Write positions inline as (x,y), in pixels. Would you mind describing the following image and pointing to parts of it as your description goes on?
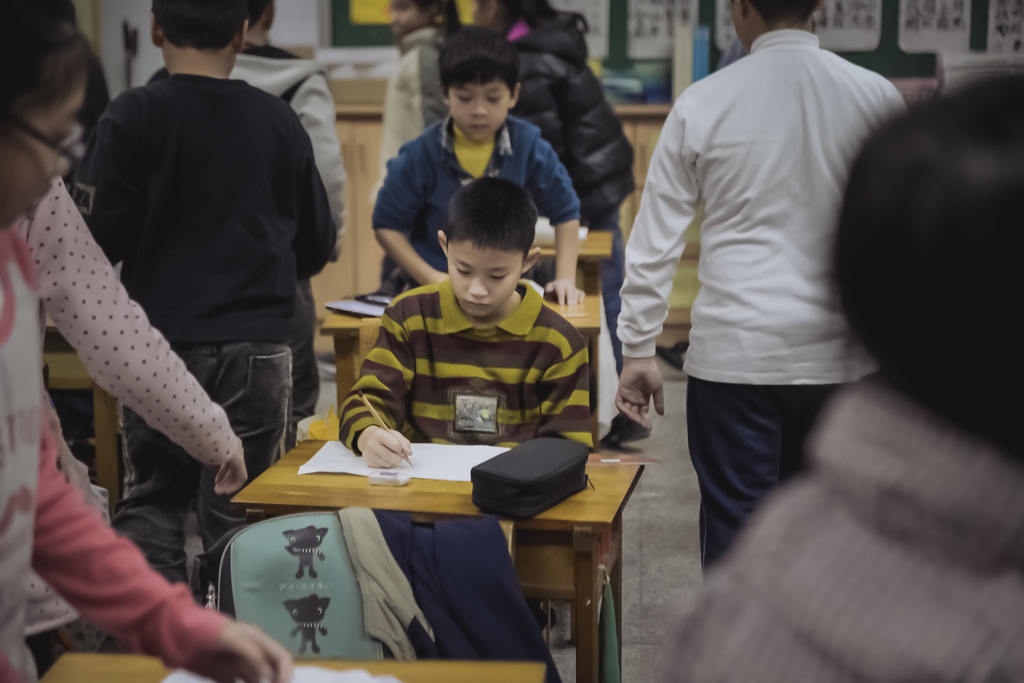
In this image there is a boy (423,398) sitting in a chair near the table (466,484) and writing something in the paper (457,467), there is a pouch (542,484), and eraser (397,470) in the background (244,136) there are group of people (263,277) standing, another group of people (703,267) standing, papers (647,36) stick to the board (647,36) and a cupboard (366,255).
